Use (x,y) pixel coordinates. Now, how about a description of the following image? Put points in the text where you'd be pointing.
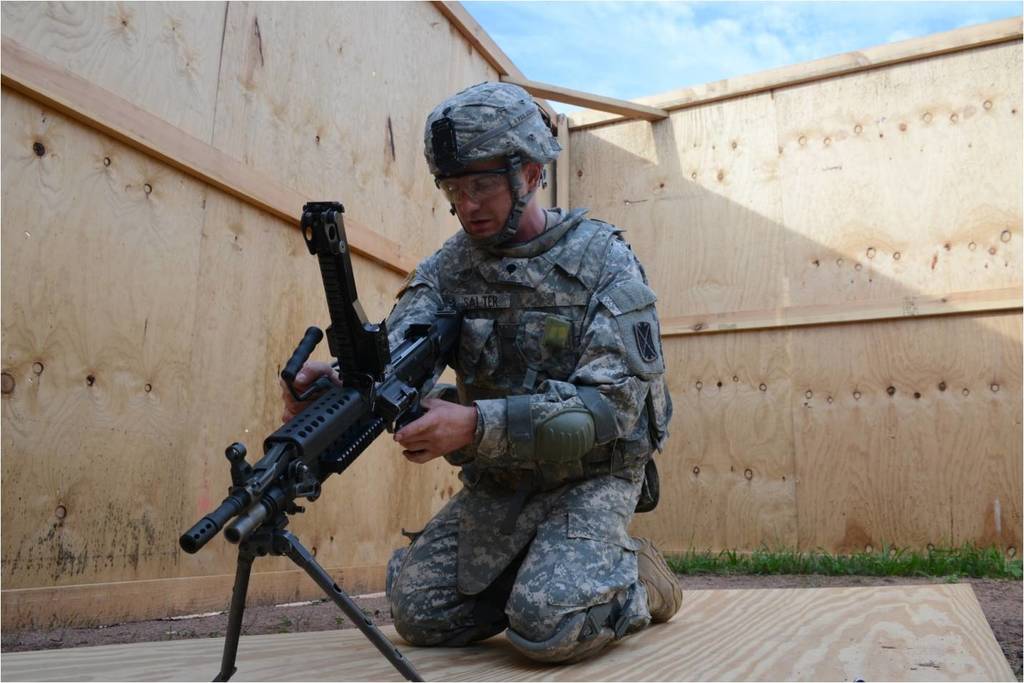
There is a man (567,299) sitting on knees (428,582) and holding gun (426,344) and wore helmet (473,152) and glasses (460,187). We can see gun (270,449) with stand (238,586). On the background (790,570) we can see grass (873,565) and sky (576,41) with clouds (735,57).
